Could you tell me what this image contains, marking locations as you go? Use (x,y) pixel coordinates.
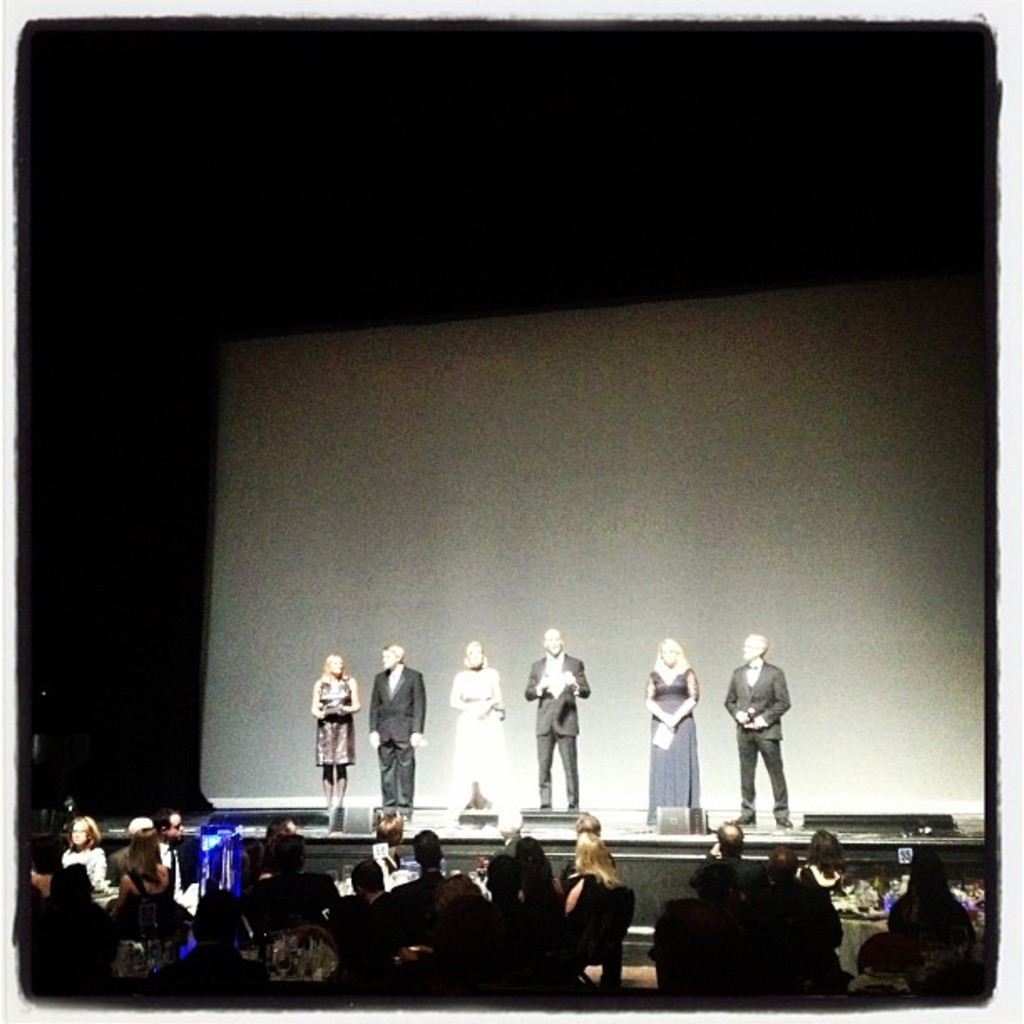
In this picture there are group of people (493,773) standing on the stage (635,909) and holding the objects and there are objects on the stage (563,839). In the foreground (393,918) there are group of people (459,909) sitting on the chairs (584,953) and there are objects (195,902) on the table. This is an edited picture.
